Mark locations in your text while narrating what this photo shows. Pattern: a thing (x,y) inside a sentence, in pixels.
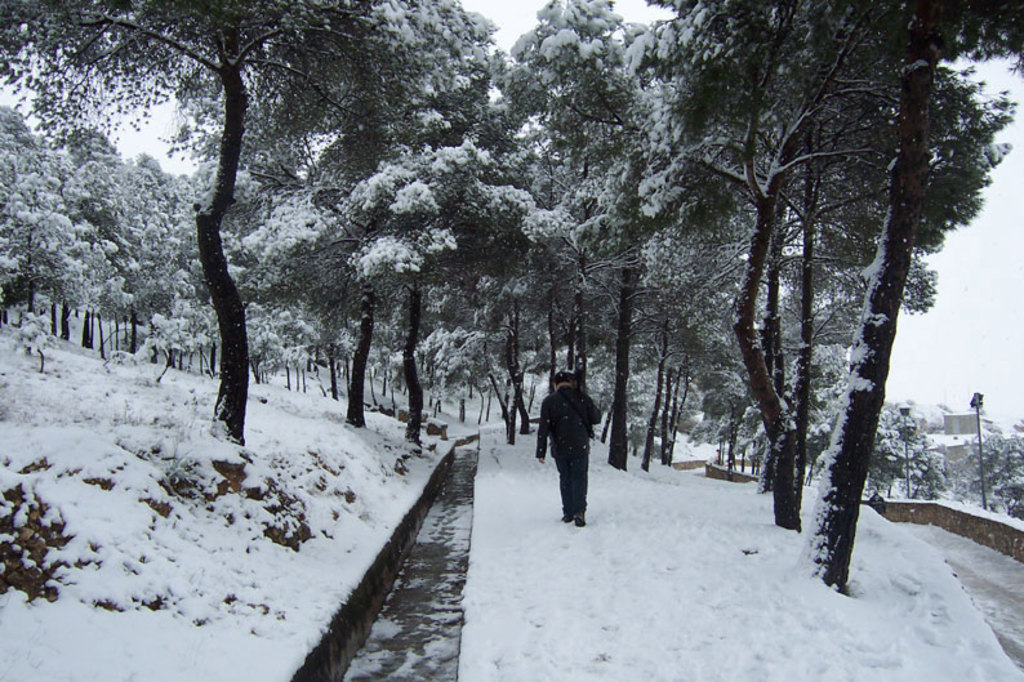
In the image we can see there is a man (592,434) standing on the ground (590,547) and the ground (589,567) is covered with snow (265,416). There are lot of trees (90,337) and the trees (522,300) are covered with snow (130,293).
